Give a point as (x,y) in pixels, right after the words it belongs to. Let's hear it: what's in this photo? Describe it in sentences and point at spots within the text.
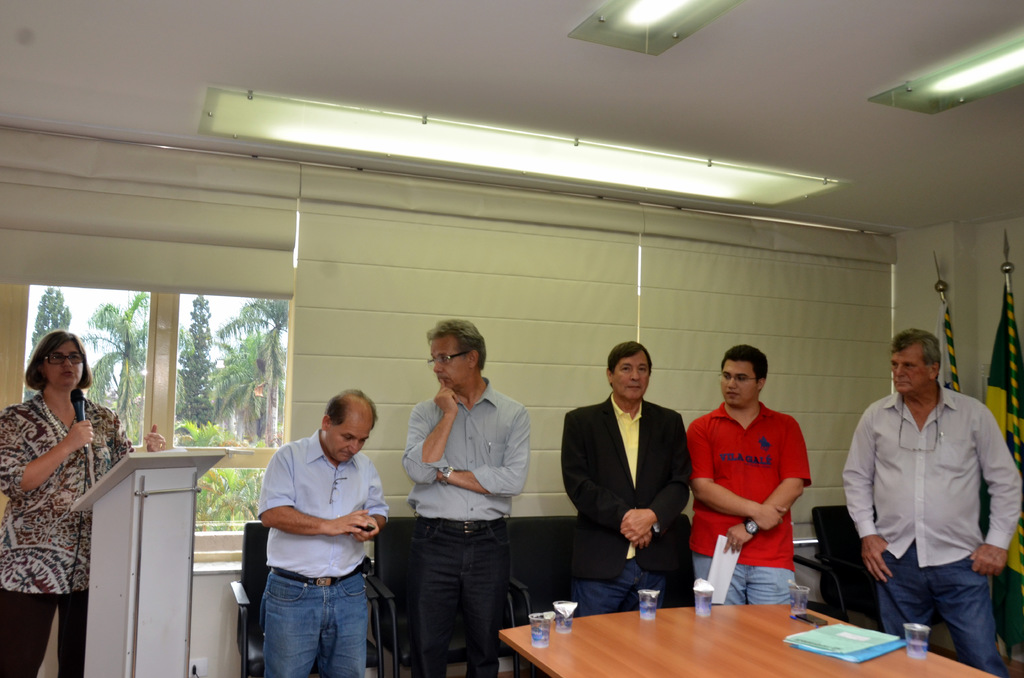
There is a lady (55,496) standing on the left side (73,432) holding mic (77,395) and speaking also wearing a spectacles (77,361). Five persons (507,420) are standing near to her. In front of them there is a table (668,651) and some glasses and books (832,639) are over the table (780,640). In the background (380,254) there is wall (985,367) and window (235,345). Some trees (248,397) are also in the background (142,358). There are flags (1002,374) in the right corner (1004,404).
